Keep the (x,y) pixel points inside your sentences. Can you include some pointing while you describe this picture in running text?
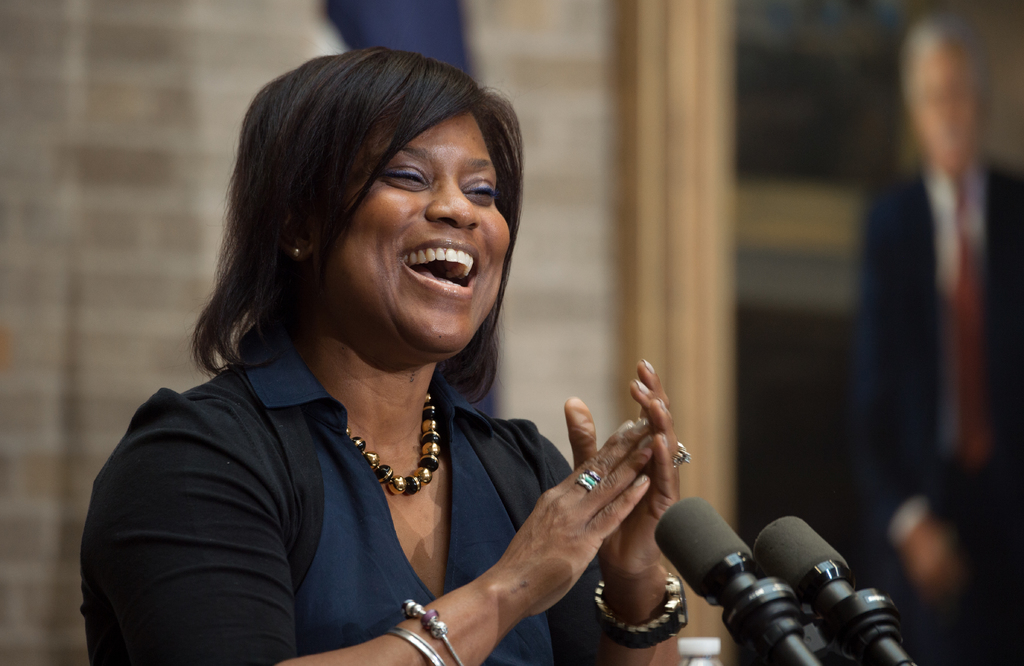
In this image there is a person (428,489), there are microphones (856,612), there is a photo frame (855,322).
